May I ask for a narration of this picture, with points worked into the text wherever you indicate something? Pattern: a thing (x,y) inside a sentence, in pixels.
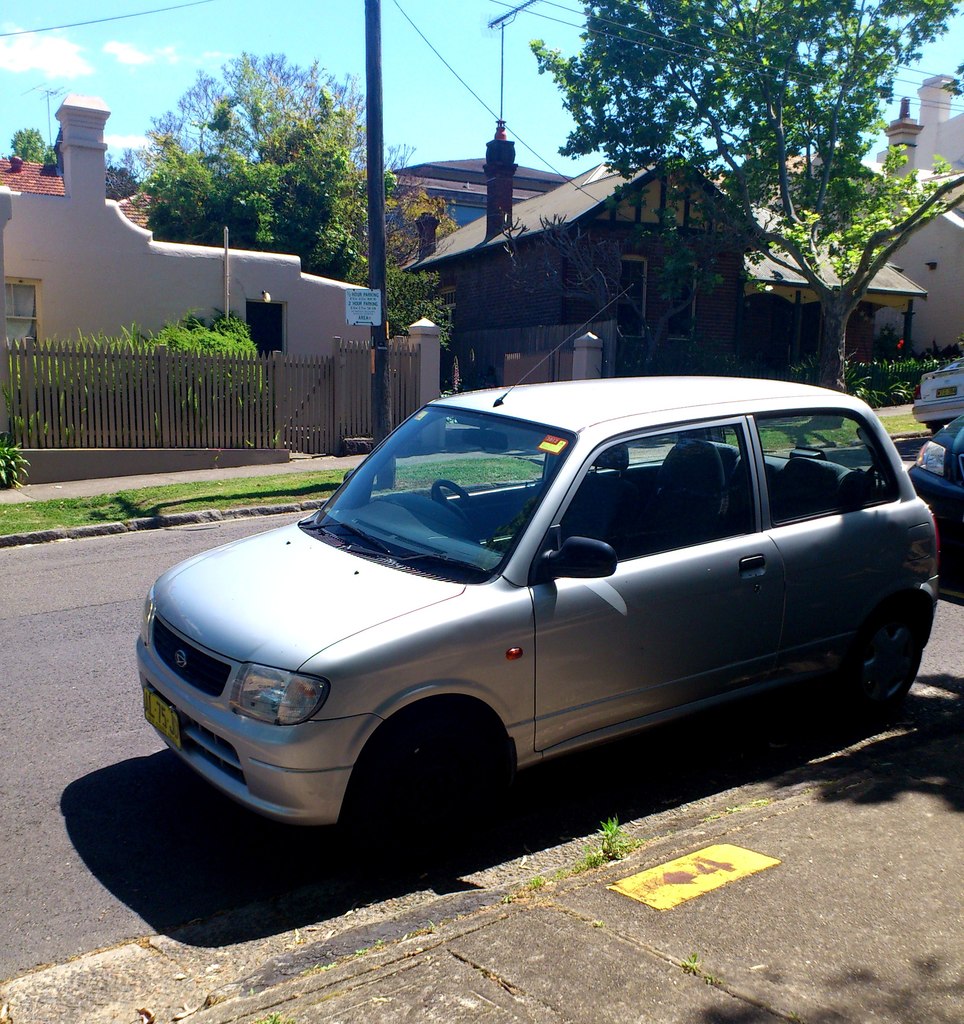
This image is taken outdoors. At the bottom of the image (211,885) there is a road (152,806) and a floor (677,864). In the middle of the image (488,584) there is a car (445,652) parked on the road (56,795). At the top of the image (201,44) there is a sky (520,39) with clouds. In the background (938,301) there are a few houses (125,315), trees (606,254) and a railing (220,400). On the right side of the image (943,472) two vehicles (939,471) are parked on the road (568,806).
